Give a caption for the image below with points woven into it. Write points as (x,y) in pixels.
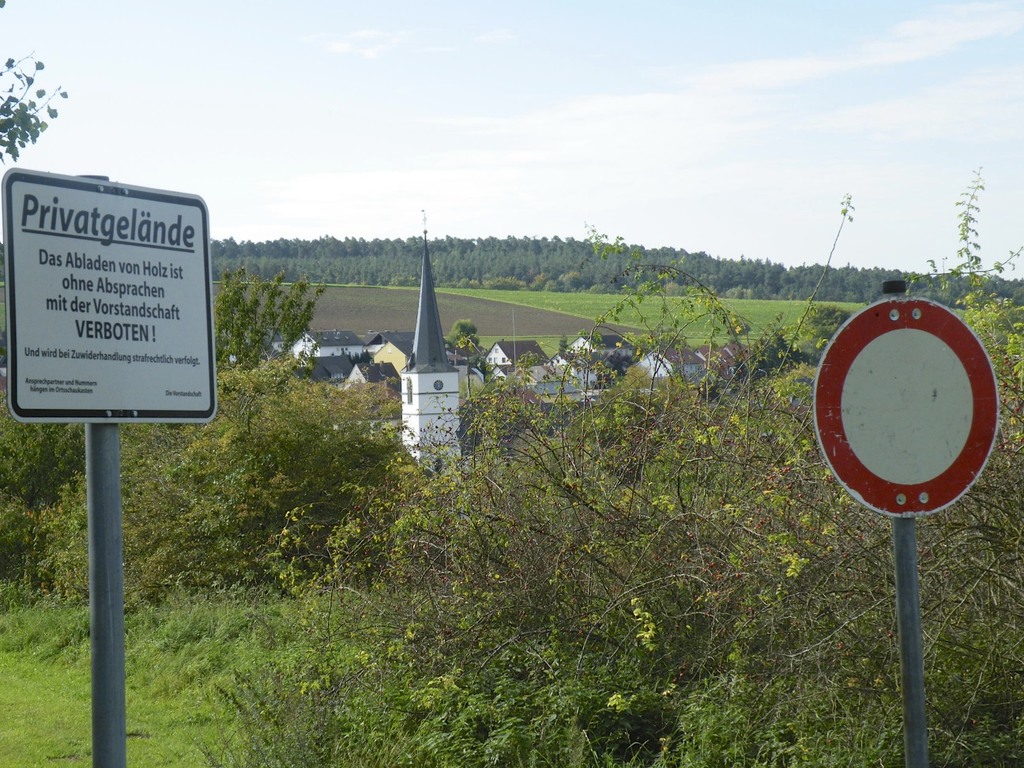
In this picture we can see some text (181,367), boards (124,413) and some grass (58,705) on the ground (58,705). We can see a few plants (609,477), houses (327,379) and some greenery (440,273) in the background (273,304). There is the sky (566,155) and the clouds (732,137) visible on top (850,173).
